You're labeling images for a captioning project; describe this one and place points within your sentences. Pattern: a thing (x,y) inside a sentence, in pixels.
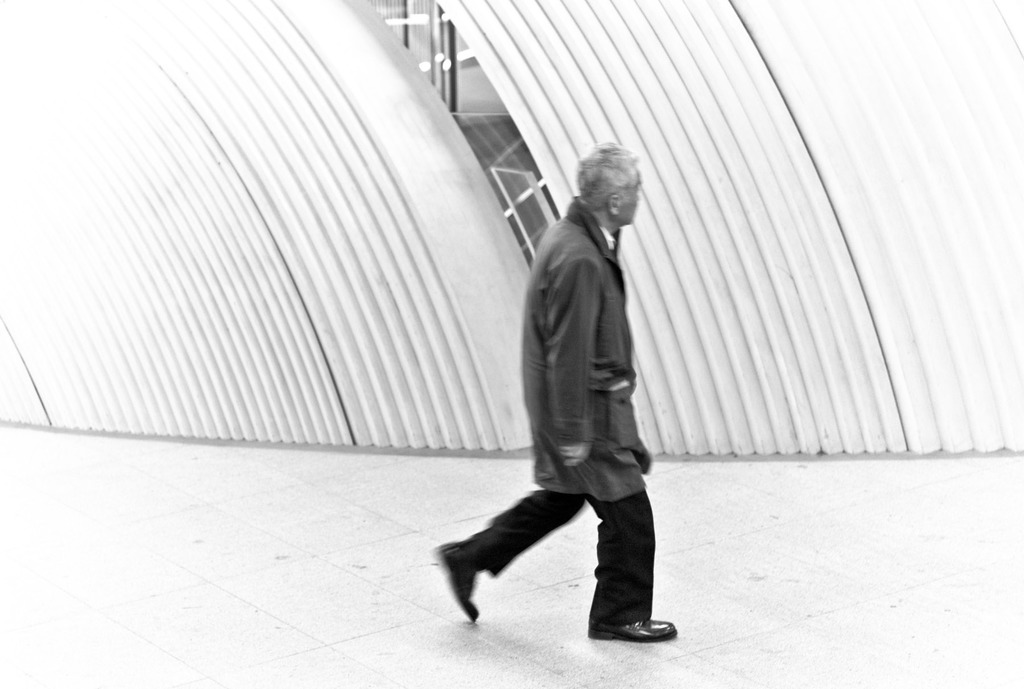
In this picture I can see there is a man (606,405) walking and wearing coat (586,381) and shoes (596,631), there is a wall (247,347) in the backdrop (316,185).
